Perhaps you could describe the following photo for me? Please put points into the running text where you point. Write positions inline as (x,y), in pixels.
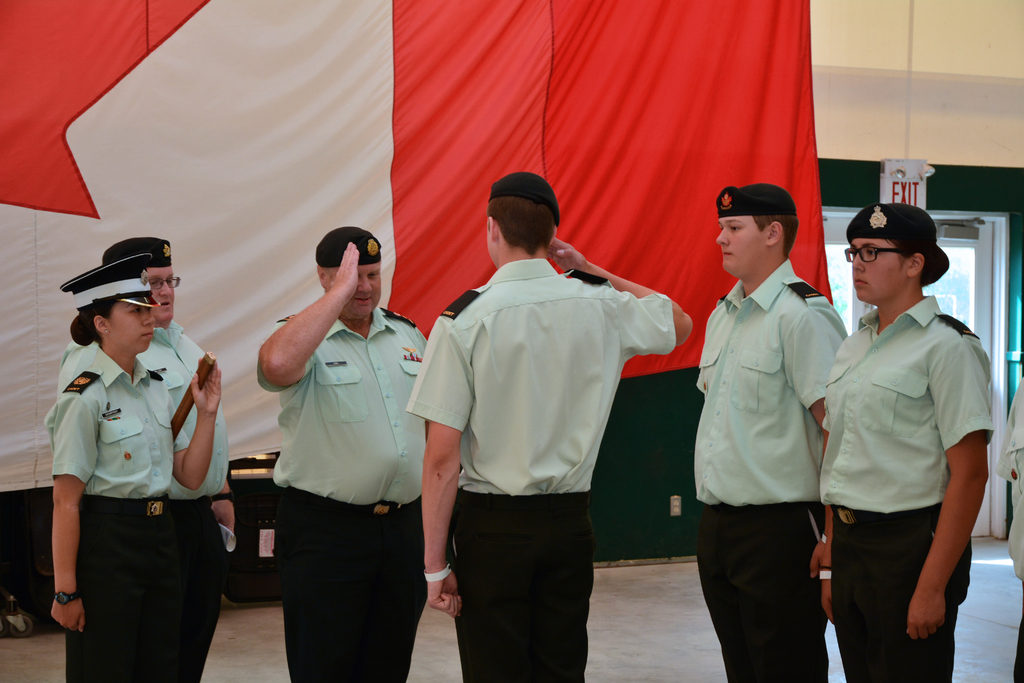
As we can see in the image there are few people (500,384) here and there, flag (505,160) and building (996,100).
